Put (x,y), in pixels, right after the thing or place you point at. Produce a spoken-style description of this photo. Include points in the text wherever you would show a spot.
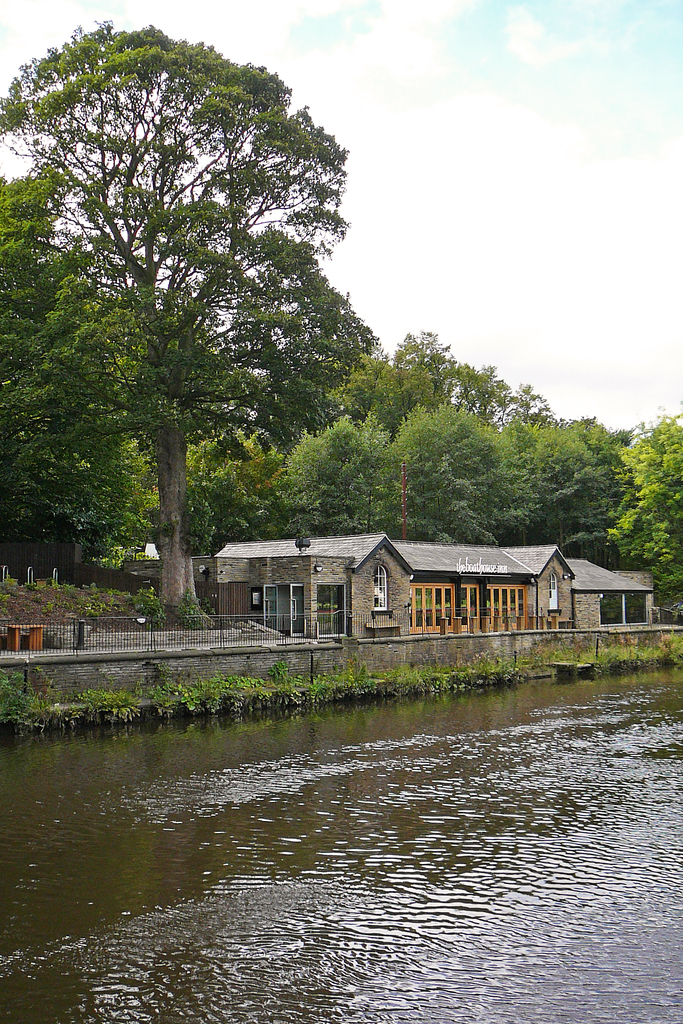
In this picture we can see water (420,961) at the bottom (420,944), there are some houses (521,605) here, in the background (309,402) there are some trees (309,402), we can see the sky (464,119) at the top of the picture (503,124), we can see grass (296,702) here.
